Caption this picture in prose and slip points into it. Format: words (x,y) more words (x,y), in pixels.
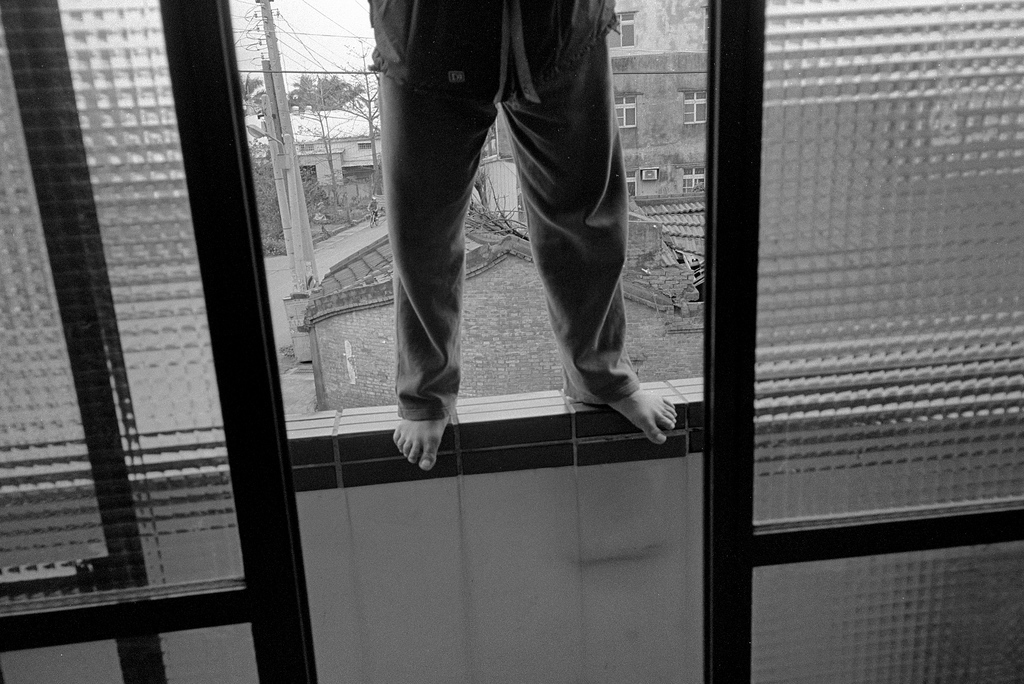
In this picture we can see a person (528,220) is standing on the wall (502,423), in the background (688,161) we can find few houses (629,91), poles (274,119), cables (348,72) and trees (301,99).
